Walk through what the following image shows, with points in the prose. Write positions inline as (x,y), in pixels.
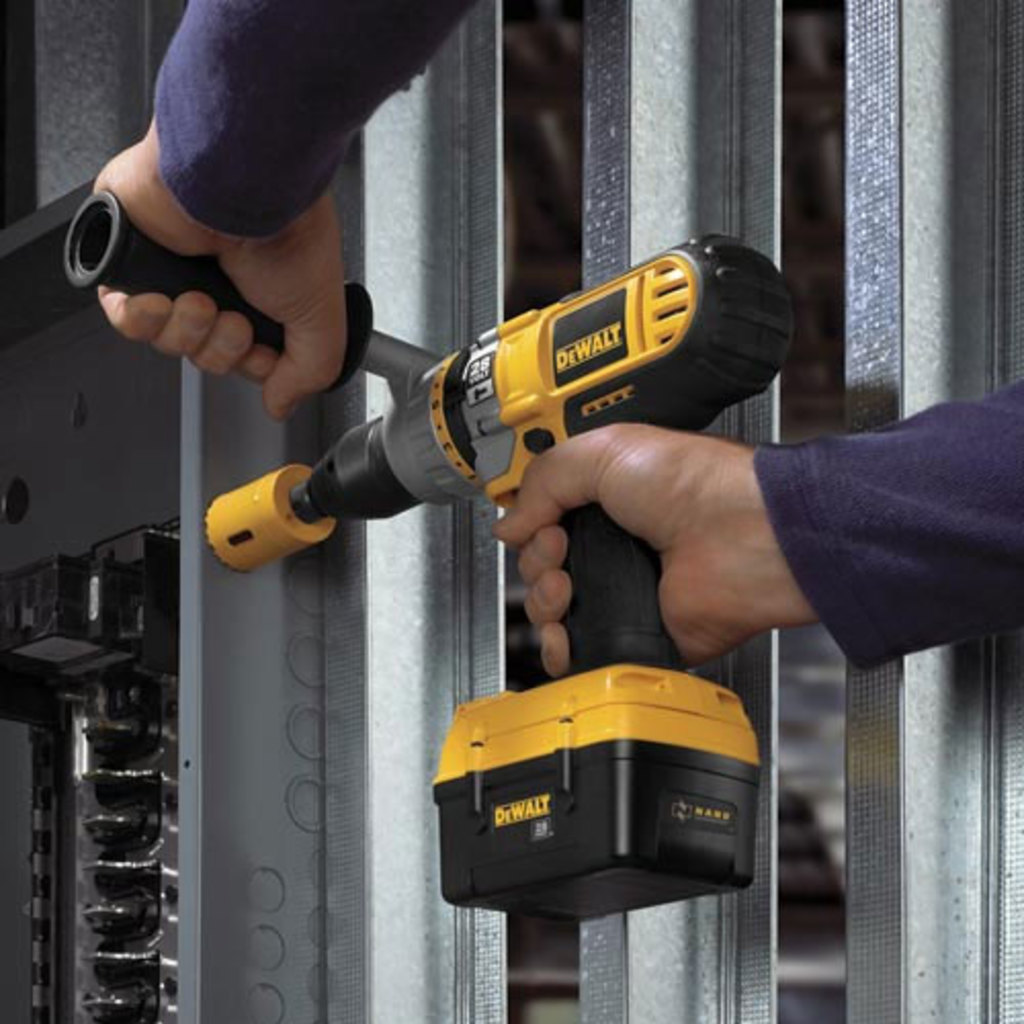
As we can see in the image there is a person (970,437) holding yellow color hand drill (595,541).
